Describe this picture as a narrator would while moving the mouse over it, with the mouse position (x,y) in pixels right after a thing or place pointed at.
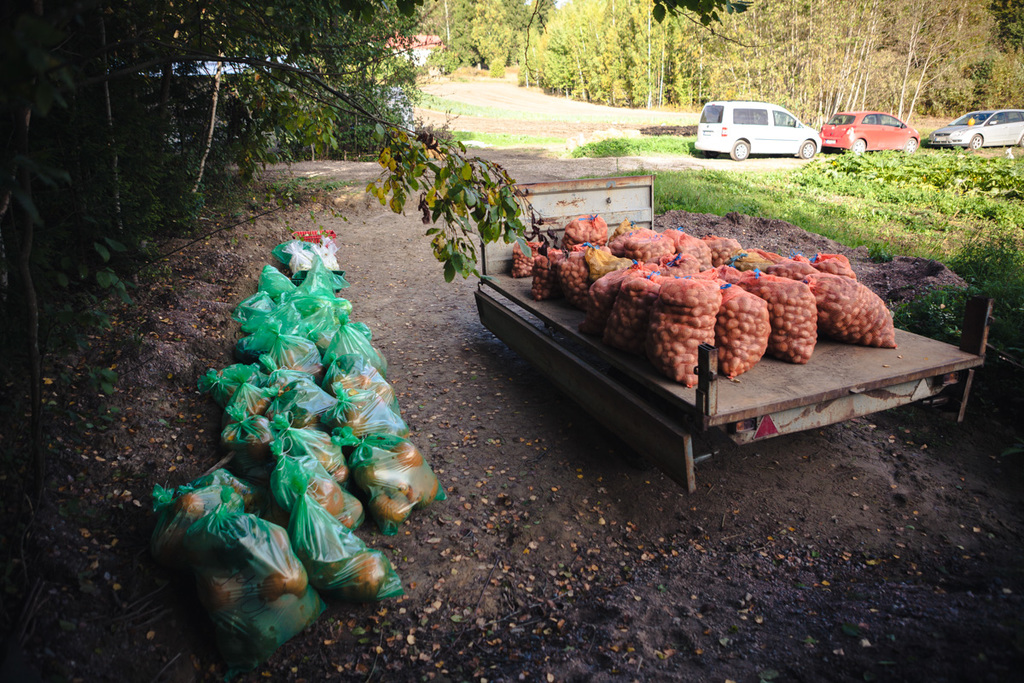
In the image there are some vegetables (641,324) packed and kept on a truck (624,402) and on the left side (322,287) there are pumpkins (337,502) packed in the covers (234,401) and kept on the ground (232,335). There are trees (299,130), grass (750,169) and vehicles (879,134) in the image.
